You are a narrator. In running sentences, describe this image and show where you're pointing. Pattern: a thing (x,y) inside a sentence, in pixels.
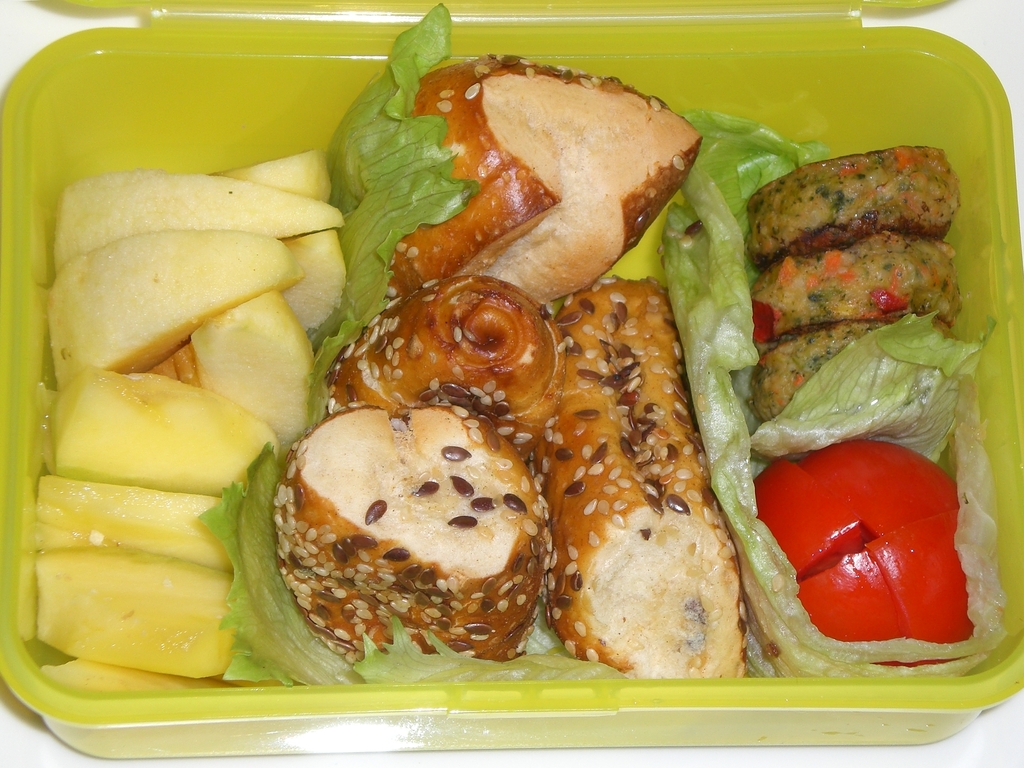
In this image we can see there are food items (665,466) in a box (53,651).
